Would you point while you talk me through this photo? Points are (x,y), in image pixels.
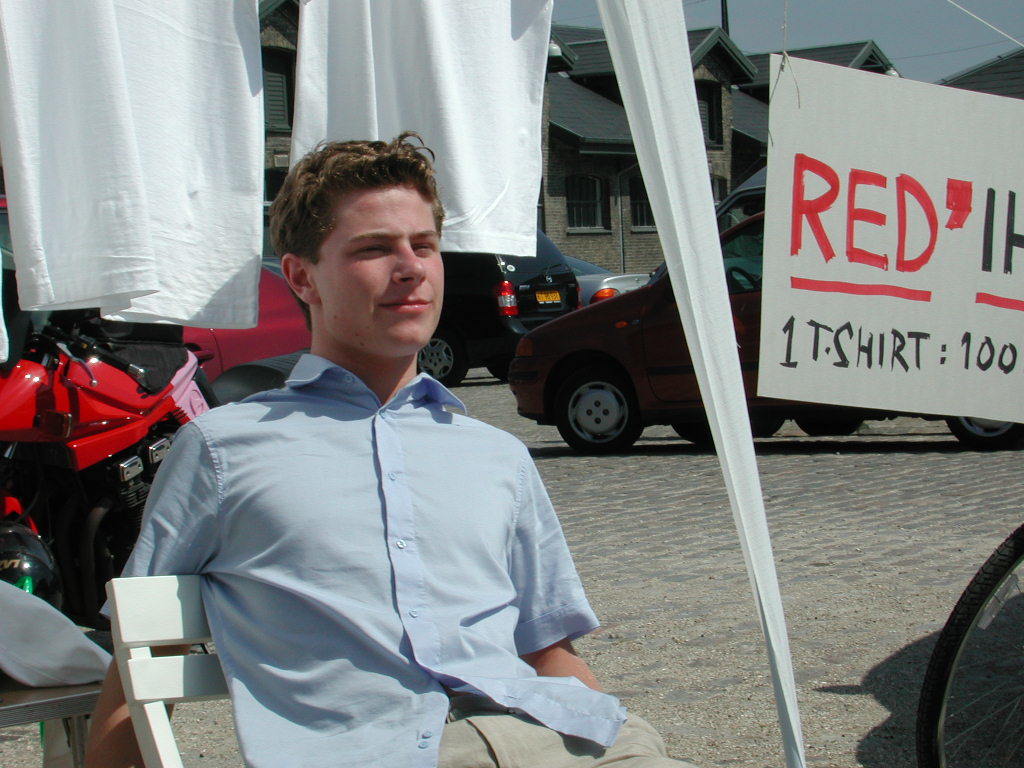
In this Picture we can see a boy (363,590) wearing a blue shirt (360,613) is sitting on the chair (193,641) and posing into the camera, Behind we can see the red bike (104,426) and cars (683,378) are parked and some houses (570,177). On the Front (813,281) right side (795,280) we can see a white poster (882,334) on which 1 red t- shirt: 100 is written.
